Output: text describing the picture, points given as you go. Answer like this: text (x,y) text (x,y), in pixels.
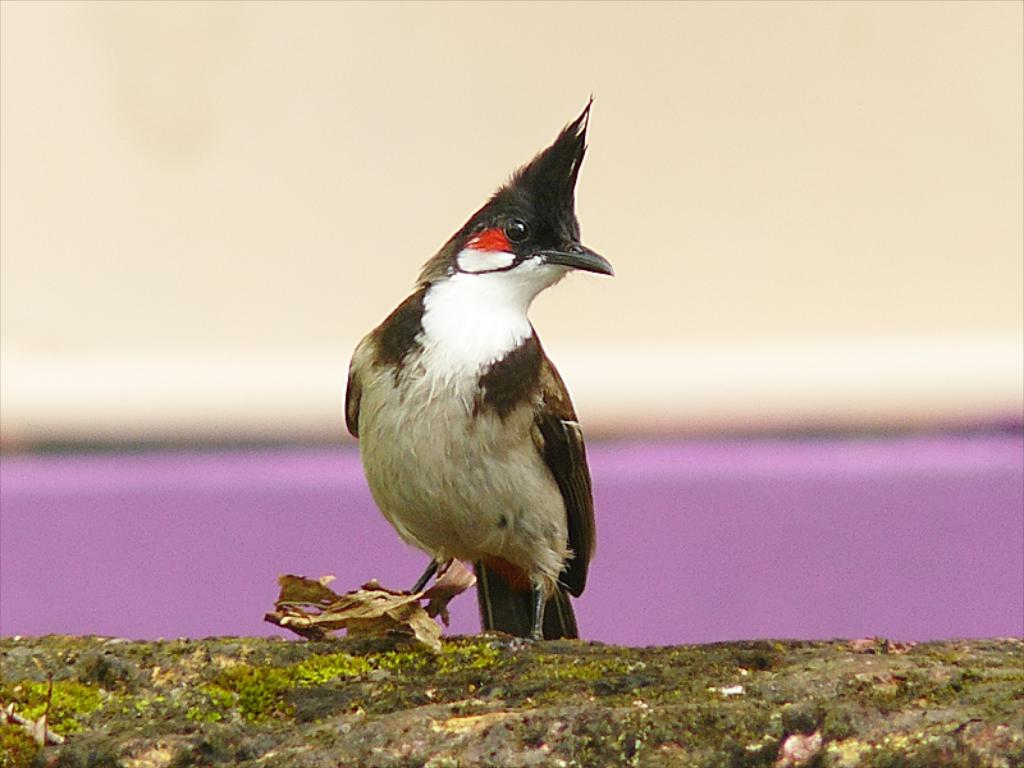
In this picture, we see a bird (546,281). It has a sharp beak (577,267). At the bottom (655,716), we see the rock (551,668) and a dry leaf (308,634). In the background (414,203), it is in white and purple color. This picture is blurred in the background (308,532).
